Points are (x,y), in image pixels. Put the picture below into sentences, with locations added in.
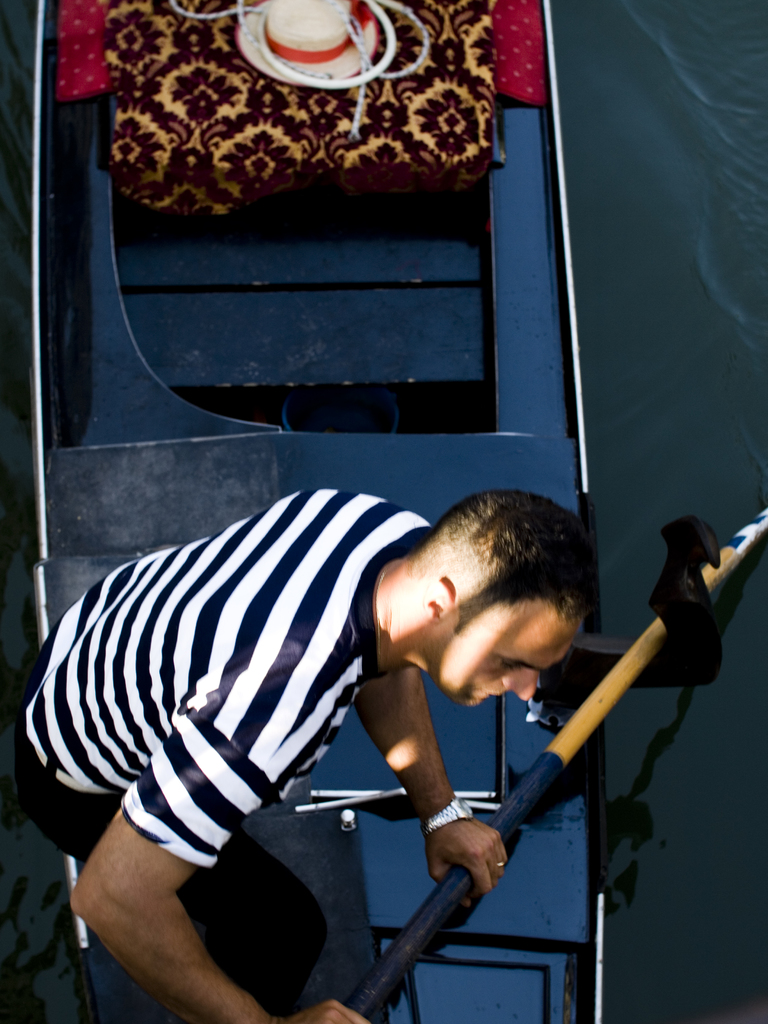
In the image in the center (345,641), we can see one person (70,731) standing and holding some object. In the background (463,459) there is a boat (249,327), water (644,432), hat (286,16), cloth (96,3) and a few other objects (507,74).
